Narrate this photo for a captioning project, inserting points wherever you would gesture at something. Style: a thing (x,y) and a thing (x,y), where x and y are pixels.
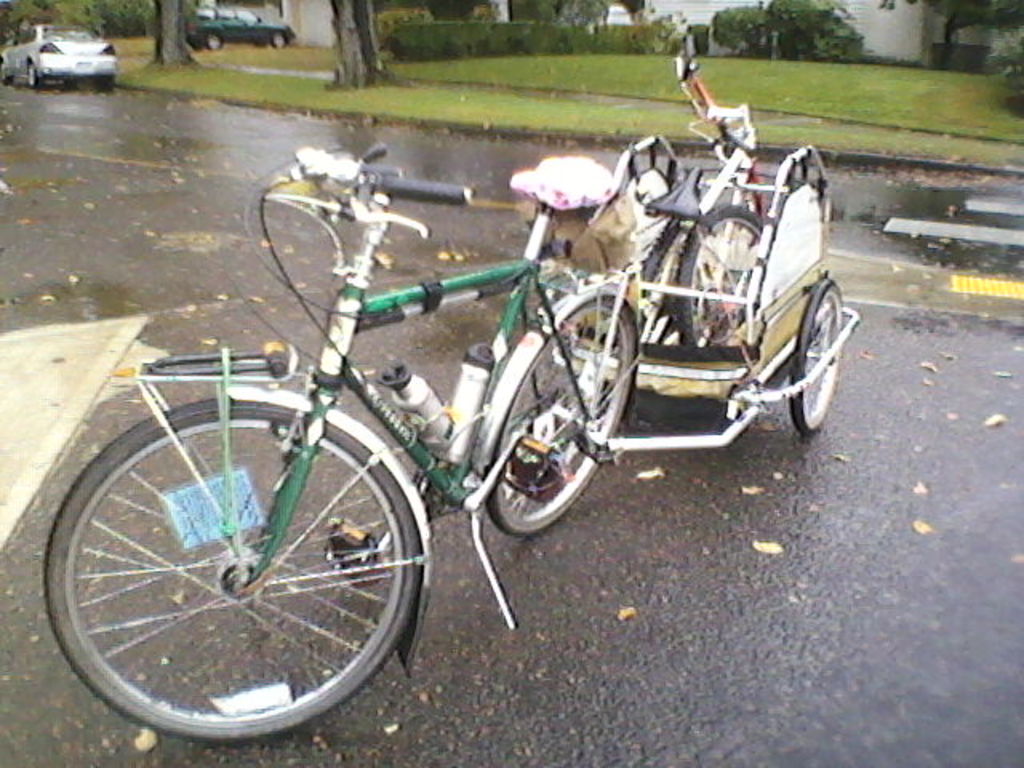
In the center of the image (676,353) there is a bicycle (528,422) with a cart (661,294) attached to it. At the bottom of the image (603,591) there is road (753,517). In the background of the image (224,17) there are cars (224,17), trees (181,16), grass (548,79).
